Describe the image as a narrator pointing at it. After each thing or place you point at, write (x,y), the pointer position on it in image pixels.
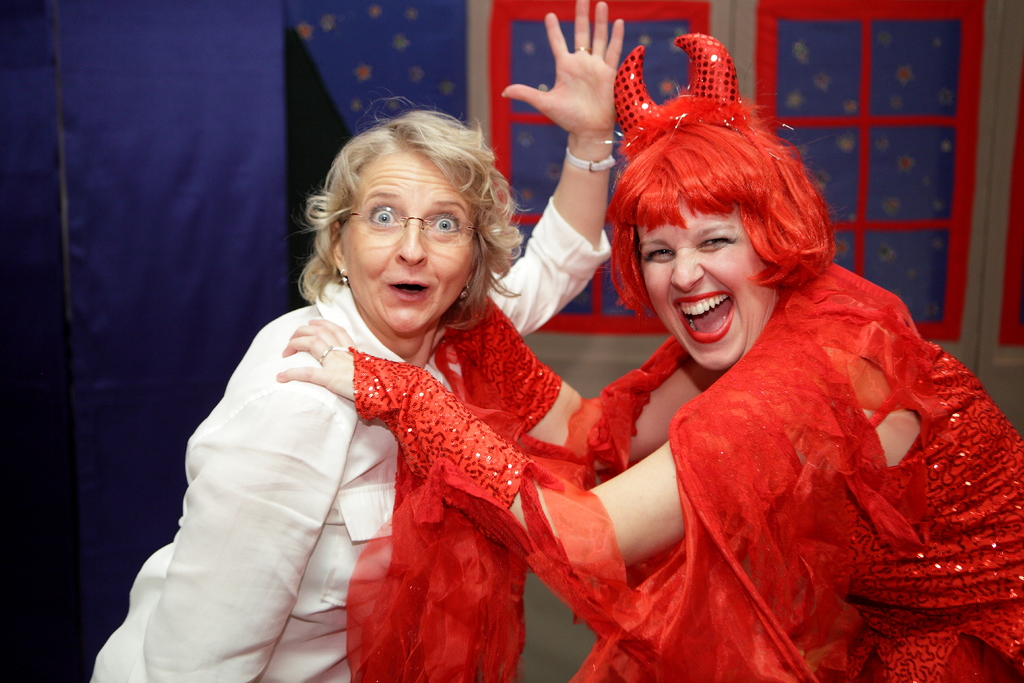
In this image we can see two people (477,348). And one person (741,318) is wearing a different costume (698,181). And in the background (292,153), we can see the curtain (235,161) and the windows (815,101).
